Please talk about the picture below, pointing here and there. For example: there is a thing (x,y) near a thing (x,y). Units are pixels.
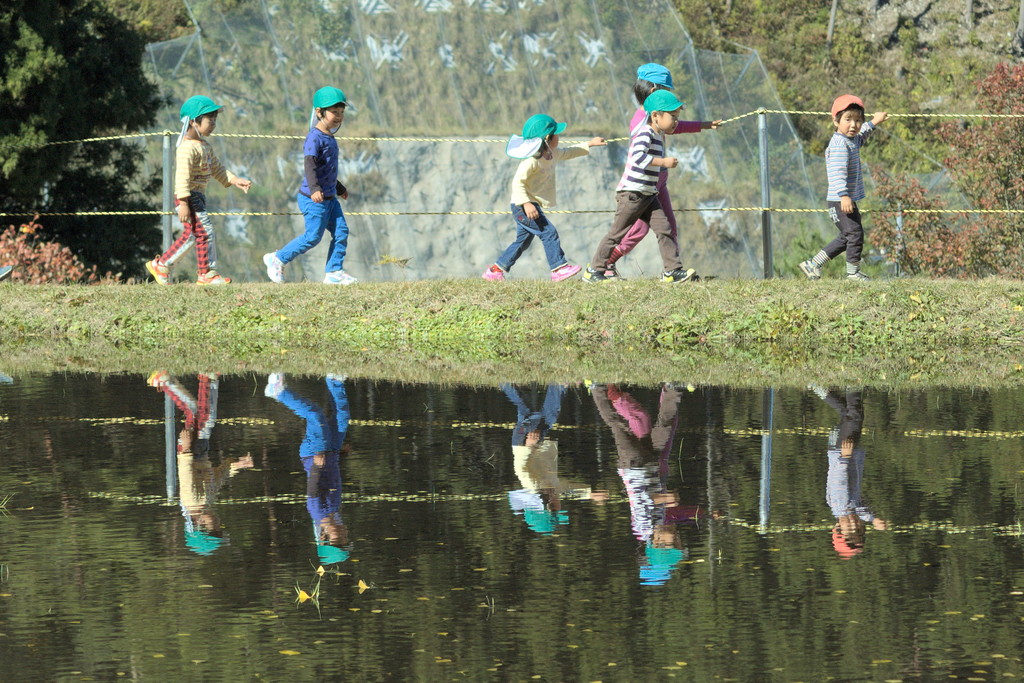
There are kids (330,185) walking and wearing caps (314,127). There are grasses (315,334). Also there is water (337,451). In the back (170,149) there is rope fencing (781,208) with poles (170,149). In the background (781,56) there are trees (179,28).
